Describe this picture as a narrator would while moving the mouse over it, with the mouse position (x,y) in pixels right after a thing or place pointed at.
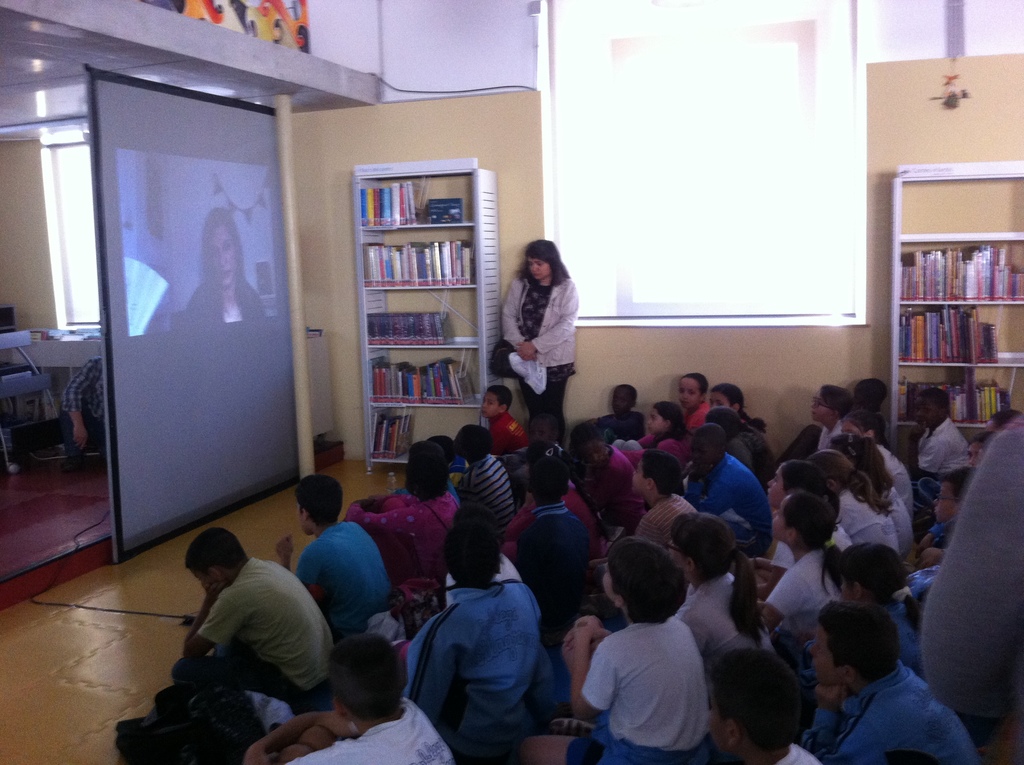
In this image, we can see a few people (548,452). There is a projector screen (153,517). We can also see the wall (465,231). There are some shelves (487,267) with books (461,205) in it. We can also see the ground (107,702).
